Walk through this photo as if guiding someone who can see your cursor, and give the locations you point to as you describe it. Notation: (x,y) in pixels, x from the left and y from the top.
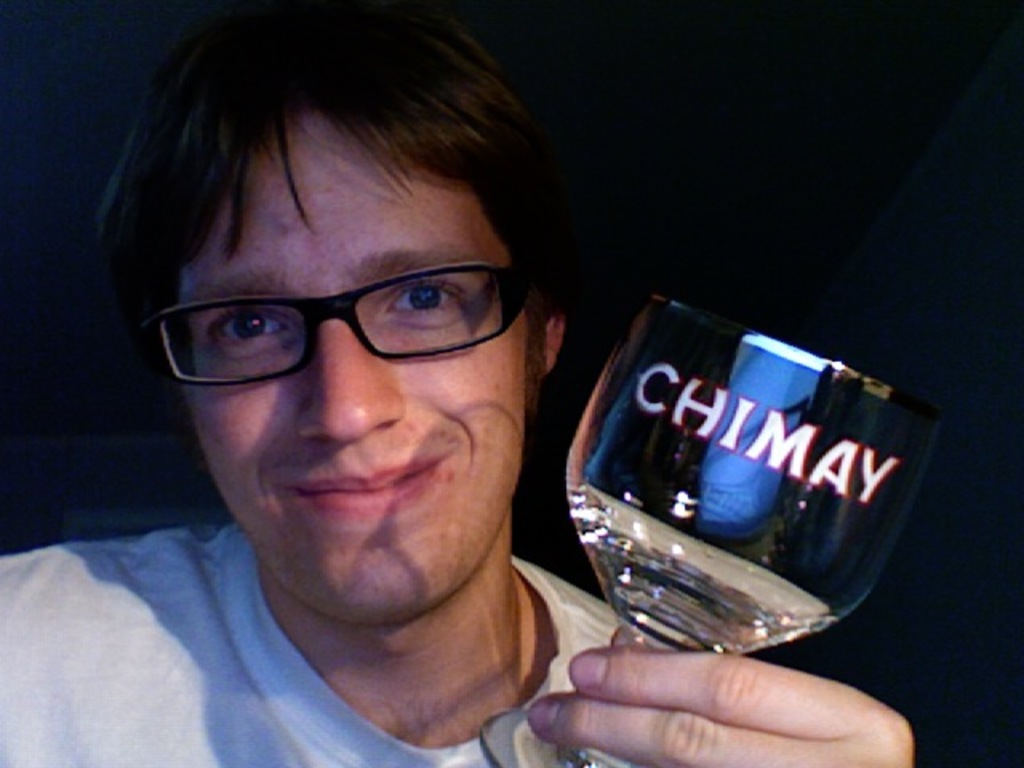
In this picture there is a man (347,446) holding a glass (620,614) in his hand (641,660).
